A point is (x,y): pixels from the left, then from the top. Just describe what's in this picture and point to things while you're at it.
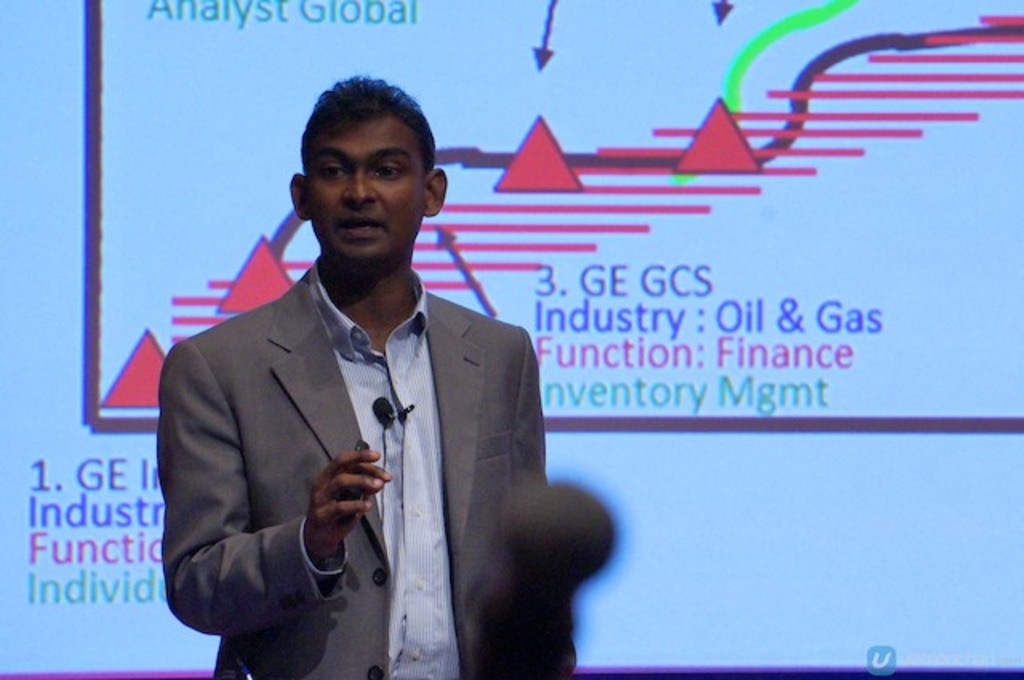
In the center of this picture (388,333) we can see a person (340,330) wearing blazer (271,423), holding some object (356,490) and standing. In the background (684,459) we can see the text (625,305) and some pictures (85,324) on an object (141,79) which seems to be the projector screen (785,499) and we can see some other objects (542,559).
